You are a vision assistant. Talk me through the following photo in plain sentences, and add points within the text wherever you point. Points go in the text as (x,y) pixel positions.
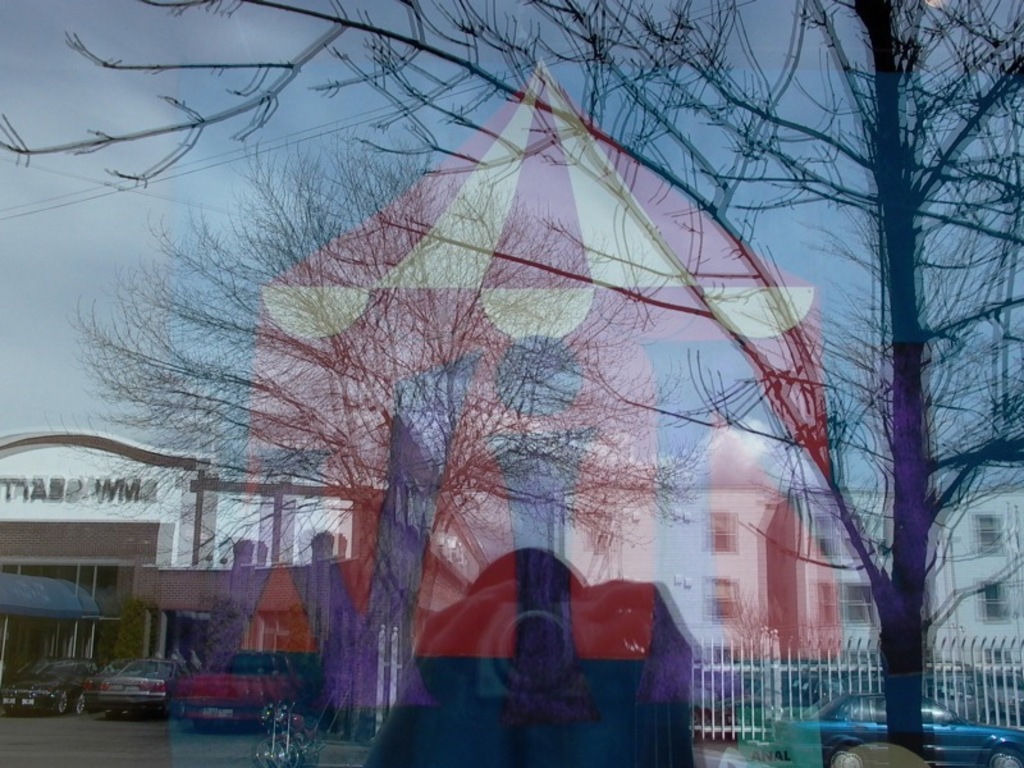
In this image in the foreground (357,293) there is a glass door (717,373) and through the door (804,546) we could see some poles (395,687), and one person (499,693) is holding a camera (579,641) and trees (816,394) railing (927,664) and sky (52,261).
